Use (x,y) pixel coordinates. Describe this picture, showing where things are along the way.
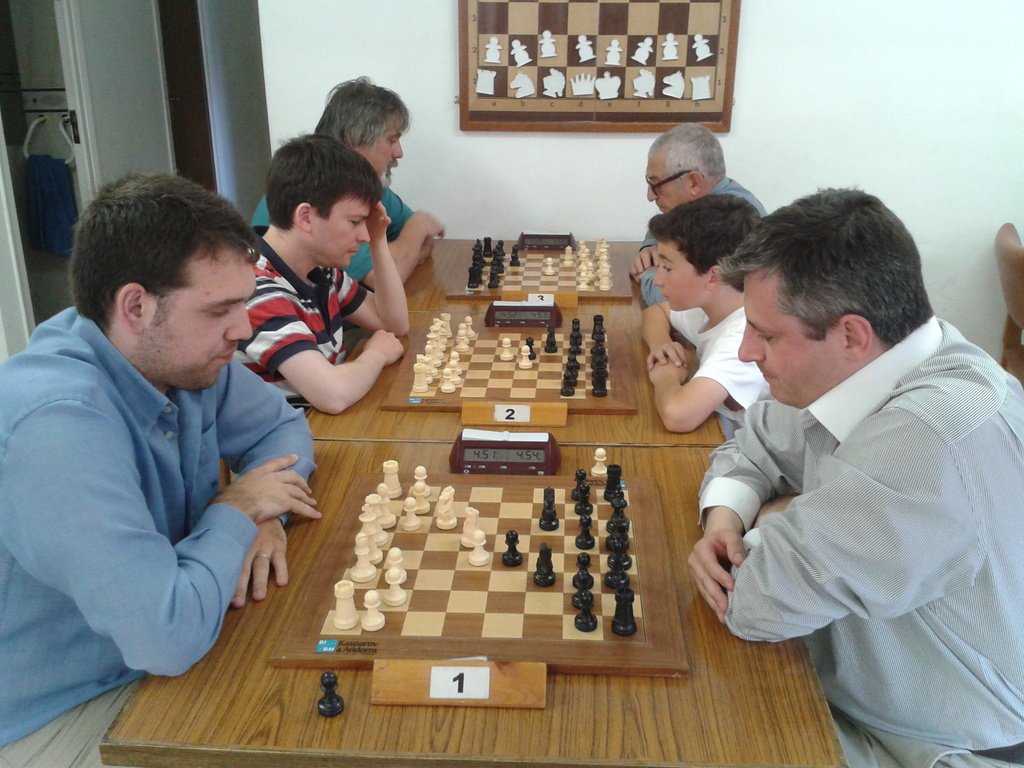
In this image I can see six people (189,326) are sitting on the chairs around the table (451,268). It seems like they are playing the chess. On the table (447,444) I can see the chess boards (518,280). In the background (502,88) there is a wall (373,13) and one frame (570,21) is attached to this wall (803,22). Everyone are looking into the chess board (474,583). On the left side of the image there is a door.
